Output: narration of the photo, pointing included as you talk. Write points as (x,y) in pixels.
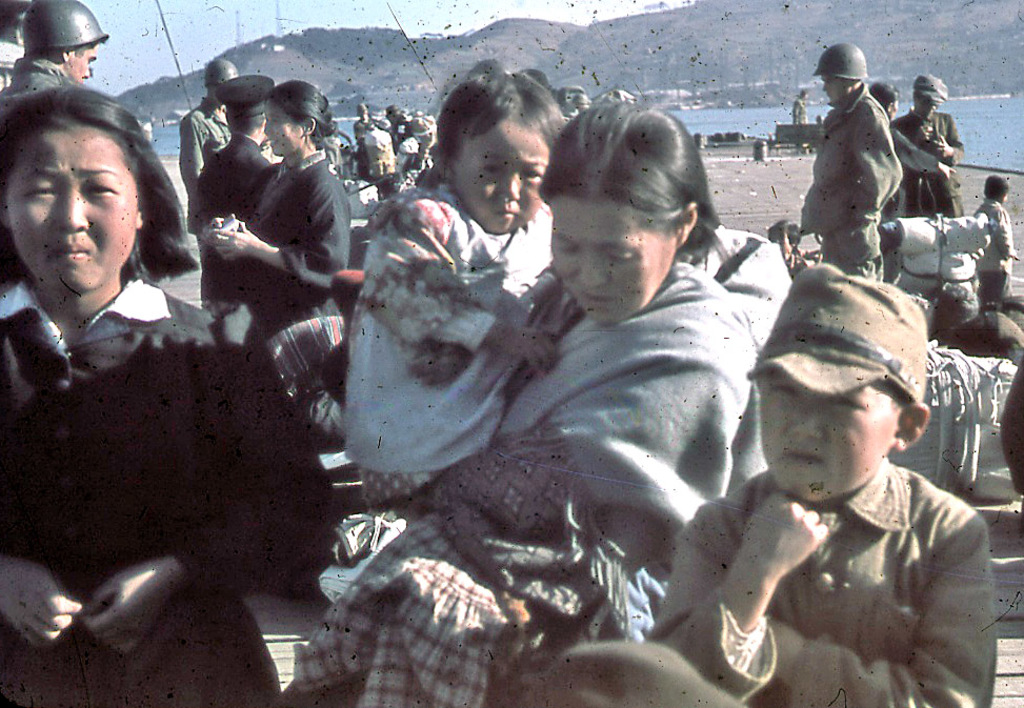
In this picture we can see group of people (686,227). This is water (1000,126). In the background (803,8) there is a mountain (419,79) and sky (147,38).
